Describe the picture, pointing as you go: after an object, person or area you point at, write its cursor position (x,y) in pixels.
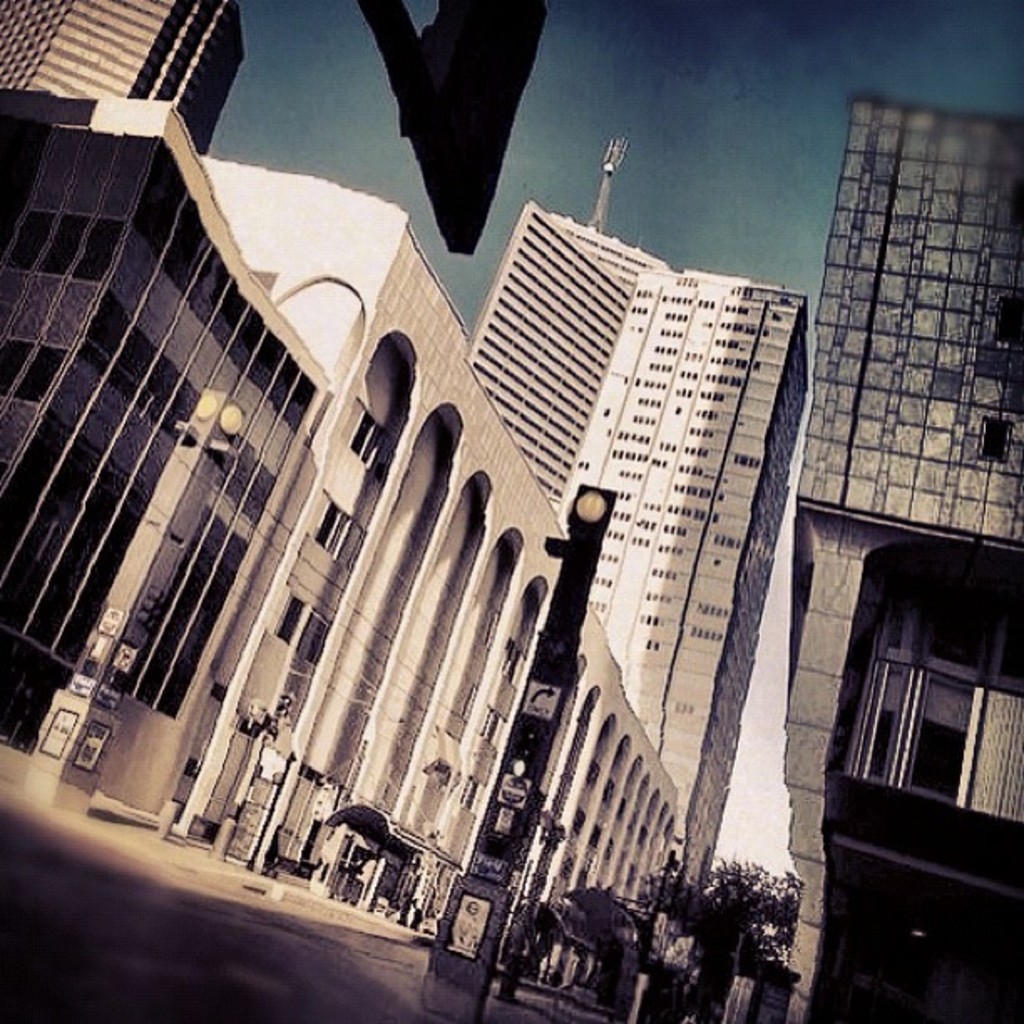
This is an outside view. At the bottom (437,998) there are poles (464,963) and some trees (734,919) on the road (249,1000). In the background (886,581) there are many buildings (248,581). At the top of the image (722,88) I can see the sky (707,113).
